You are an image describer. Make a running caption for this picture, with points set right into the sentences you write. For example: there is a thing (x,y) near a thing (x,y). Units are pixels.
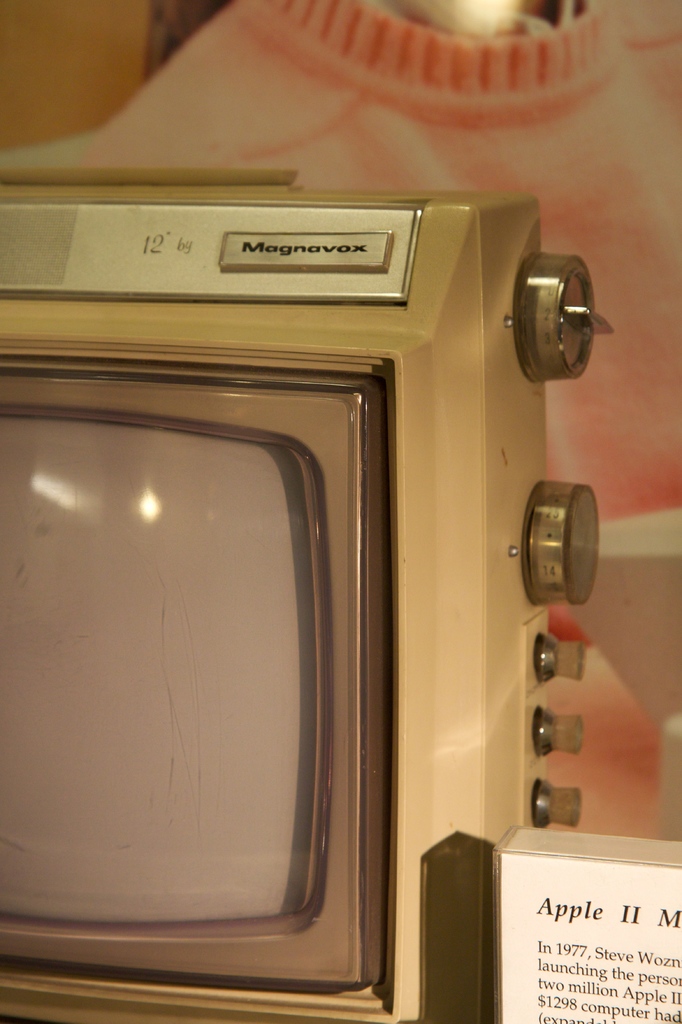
In this image in the front (597,975) there is a board (586,979) with some text (586,979) and numbers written on it. In the center (243,645) there is a television (182,645) and on the top of the television (303,272) there is some text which is visible. In the background (380,182) there is an object (495,129) which is pink in colour.
